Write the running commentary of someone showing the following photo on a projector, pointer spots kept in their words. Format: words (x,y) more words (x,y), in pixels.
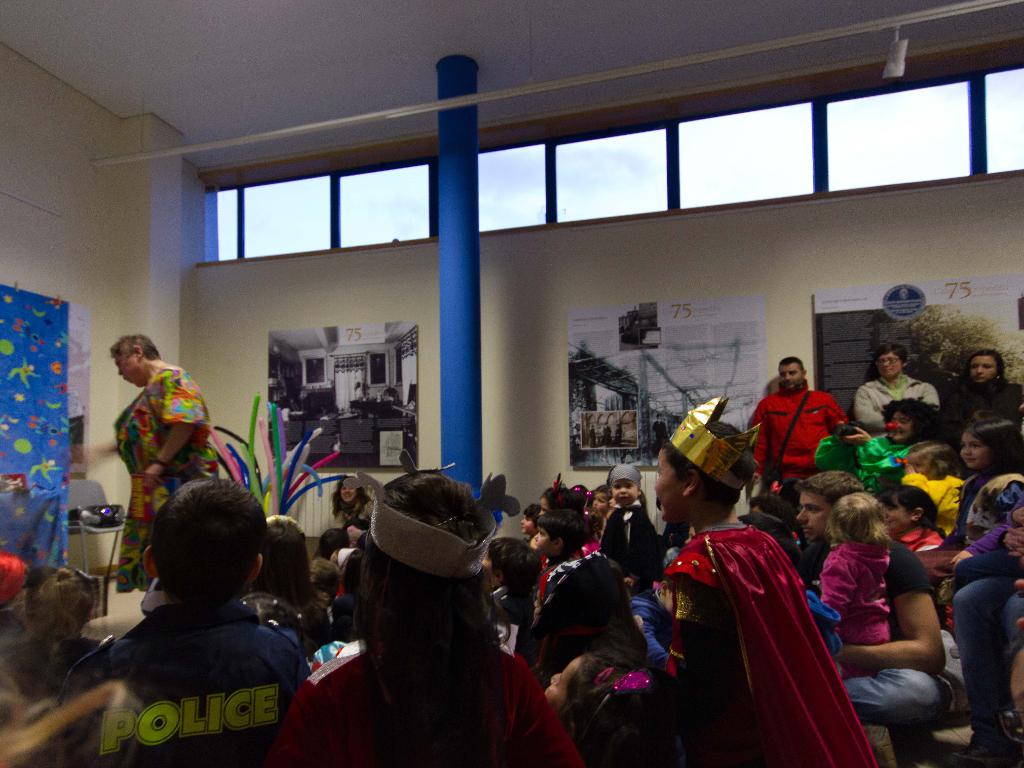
In this picture there are people (380,650) at the bottom side of the image (557,544) and there is a pillar (459,349) behind them, there are windows (742,169) at the top side of the image (773,159) and there is a lady (149,365) who is standing on the left side of the image (159,437), in front of a colorful board (8,510) and there are posters (932,378) on the wall (586,255).
